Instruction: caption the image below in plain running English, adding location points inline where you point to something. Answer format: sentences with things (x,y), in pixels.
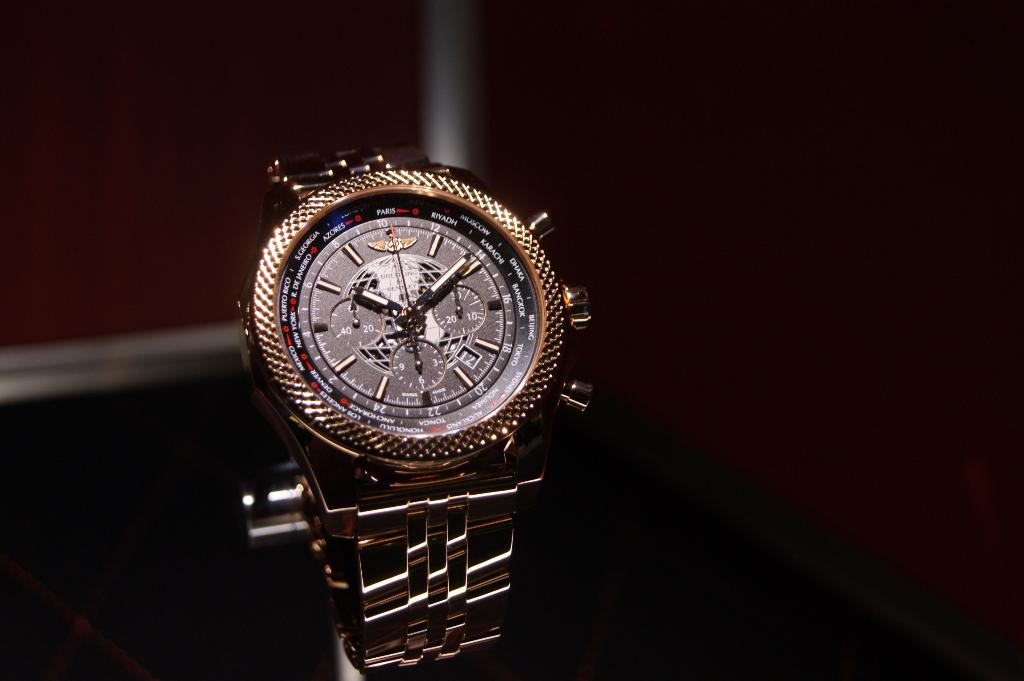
In this image there is a watch (447,429). The background (720,262) is dark.
